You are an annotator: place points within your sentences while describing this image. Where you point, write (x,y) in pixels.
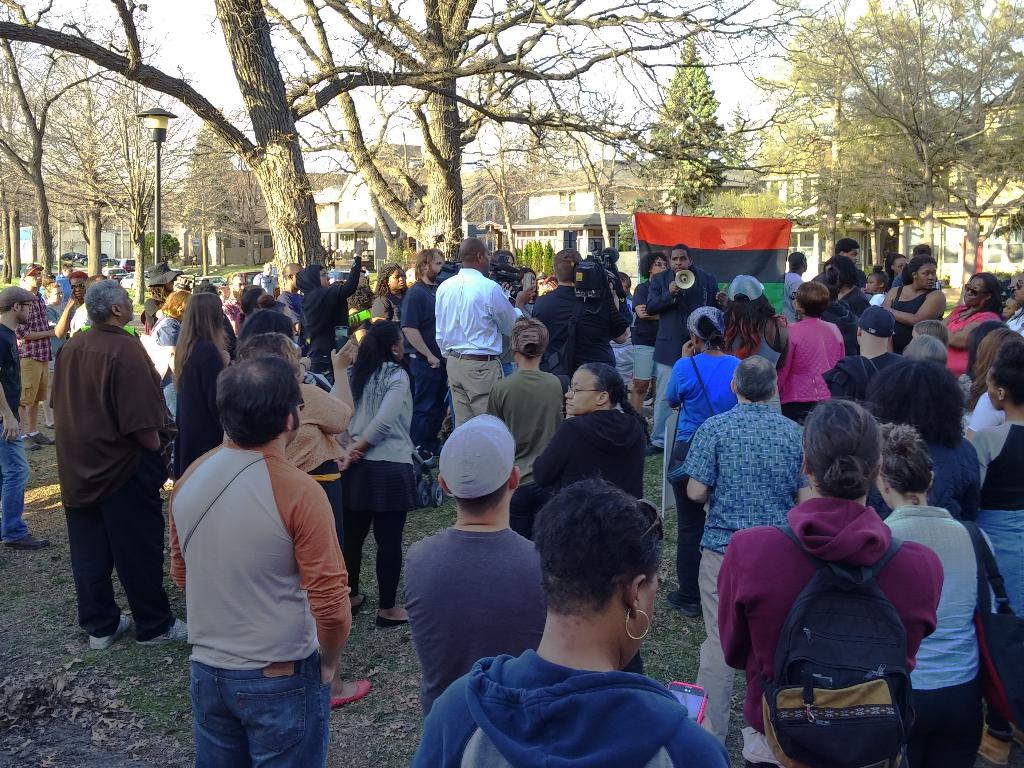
In this image we can see a group of people (497,487) standing on the ground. In that a man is holding a megaphone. We can also see some people (350,403) holding the cameras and mobile phones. On the backside (445,248) we can see the bark of the trees (298,135), the flag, a street pole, a group of trees (222,236) and the sky (633,105) which looks cloudy.
